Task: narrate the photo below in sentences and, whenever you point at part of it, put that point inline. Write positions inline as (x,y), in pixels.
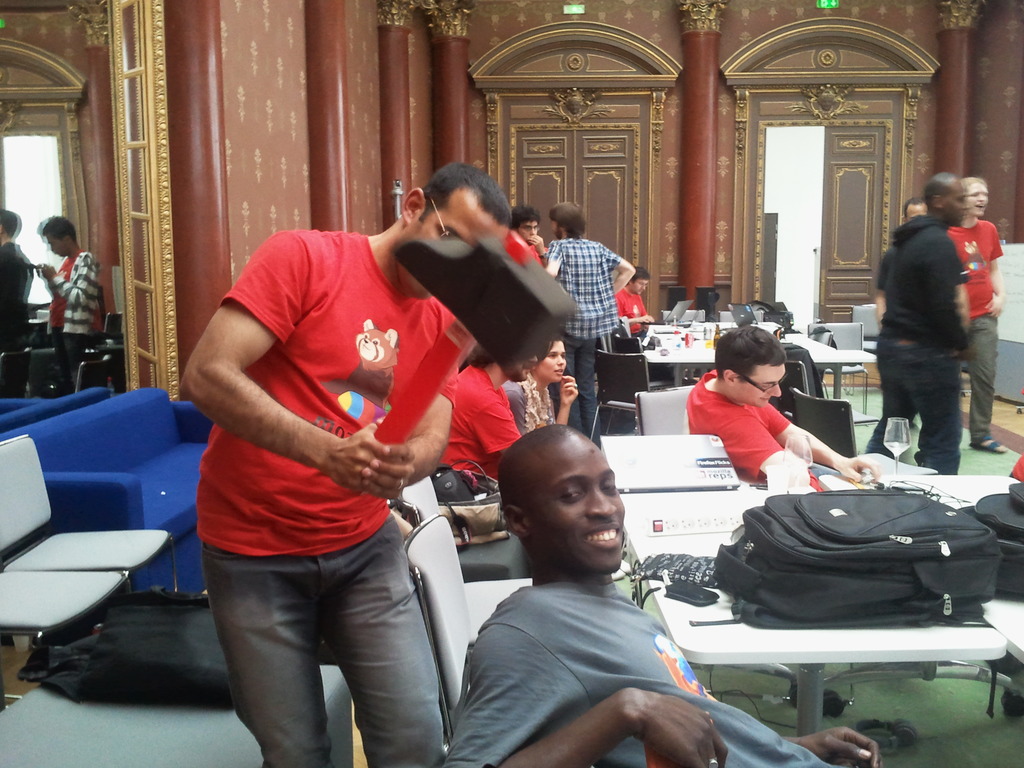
This image is clicked inside the room (861,379). In this image there is a man (558,663) sitting in the chair (451,645). Behind him there is a person (338,452) who is holding the hammer (485,292). In the middle (671,473) there is a table (656,597) on which there are bags (745,572), covers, glasses (796,482), laptops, wires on it. On the background (678,343) there are few other tables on which there are laptops (672,317), glasses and mobiles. On the left side (68,240) there is a mirror (72,287). In front of the mirror (68,275) there are chairs (103,542). In the background (635,105) there is a door (826,186). On the right side (971,243) there are few people (962,252) standing on the floor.
